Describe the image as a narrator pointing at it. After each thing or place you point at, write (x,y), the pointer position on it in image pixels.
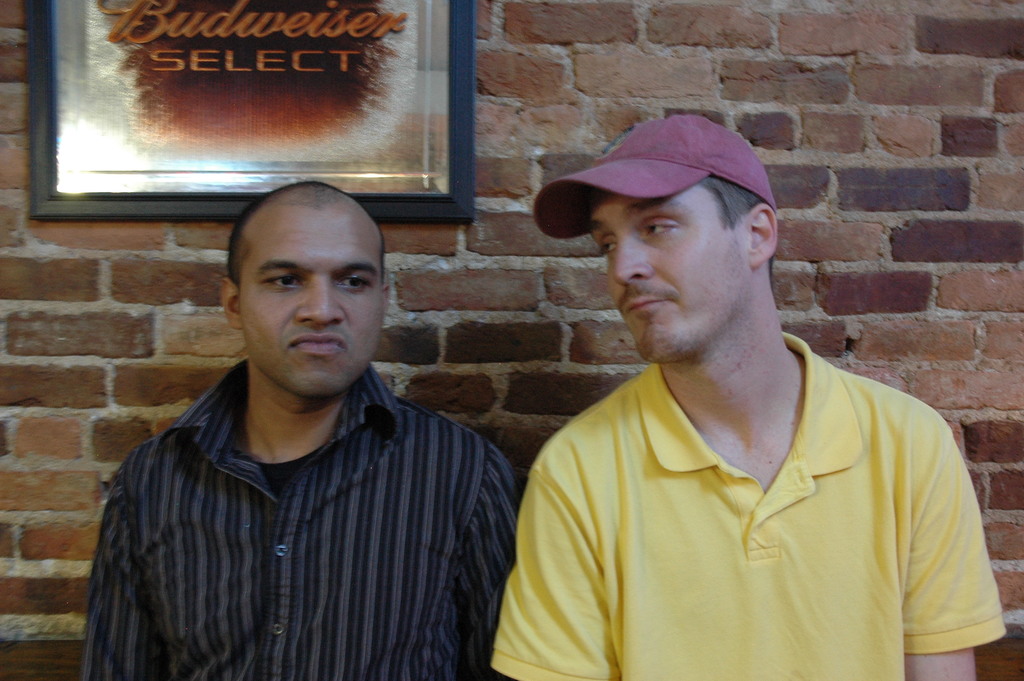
In this image there are two persons (240,223) in the foreground (123,674). There is a wall (523,24) with some frame (426,2) on it in the background (198,387). There is a person (685,362) wearing yellow shirt (729,660) and cap (677,173), another person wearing black shirt (216,413) in the foreground (569,616).
